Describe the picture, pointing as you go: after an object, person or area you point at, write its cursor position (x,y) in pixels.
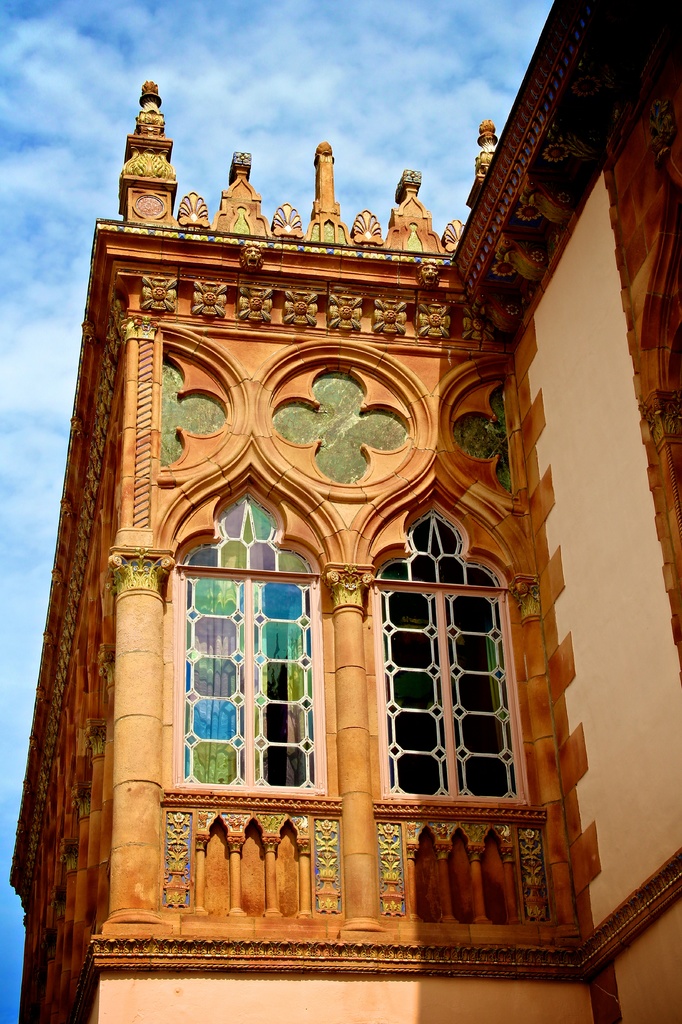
In this image there is a building (315,787) and at the background (56,310) there is sky (56,264).
